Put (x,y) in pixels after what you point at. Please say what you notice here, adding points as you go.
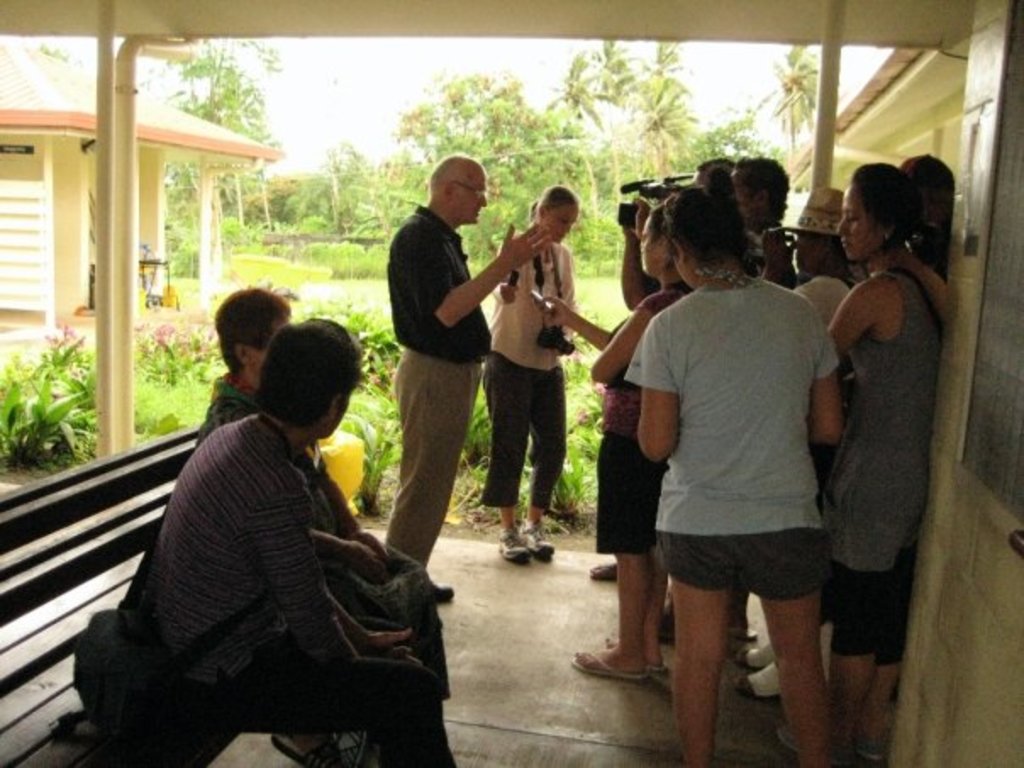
In this picture I can see couple of houses (1012,296) and few people (684,455) are standing and I can see a man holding a camera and a microphone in one hand (570,306) and I can see couple of them sitting on the bench (126,523) and I can see trees (383,214), plants (184,348) and a cloudy sky (755,67).
